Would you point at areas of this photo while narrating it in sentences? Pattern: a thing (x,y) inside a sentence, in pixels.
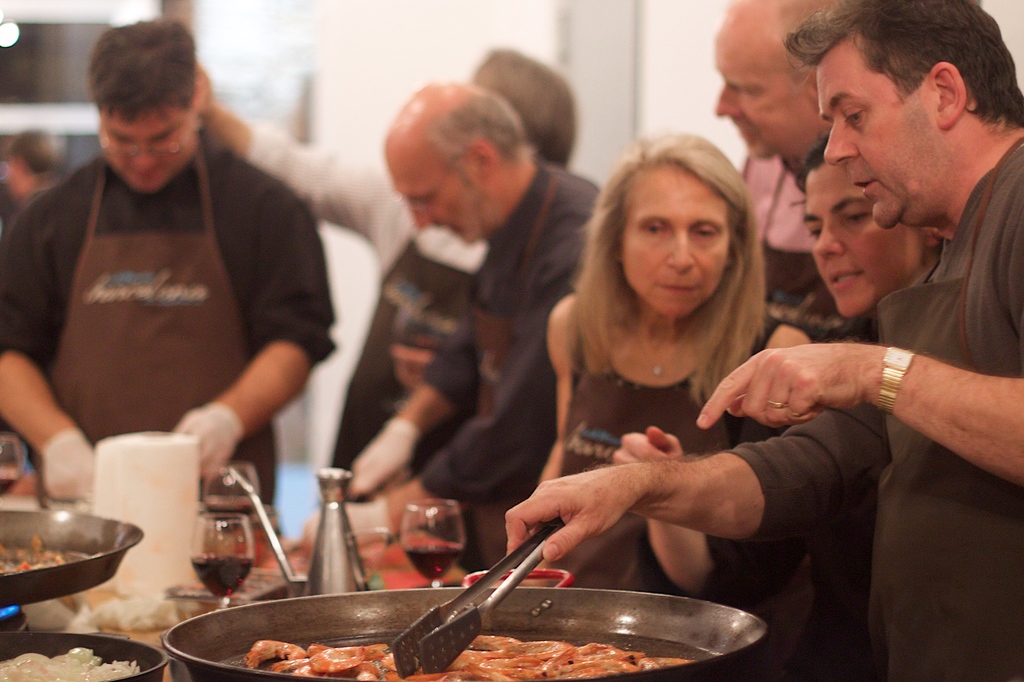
In this image there is a table (101,591), on that table (165,675) there are plates (152,662), in that plates (169,632) there is a food item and there are glasses (205,554), around the table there are people (506,415) standing in the background (452,195) it is blurred.
